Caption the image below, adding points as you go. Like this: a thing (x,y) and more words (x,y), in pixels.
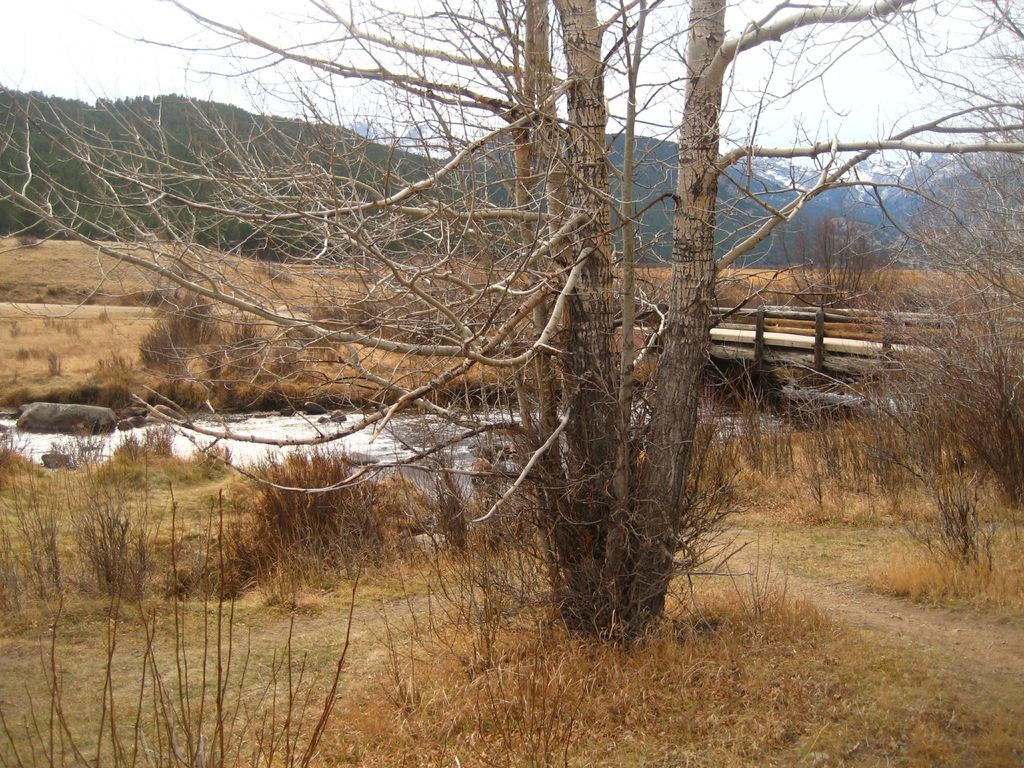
In this image I can see few dry trees (702,357), grass (170,486), water (360,414), few stones (88,412), bridge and few mountains (873,235). The sky (282,67) is in white color.
